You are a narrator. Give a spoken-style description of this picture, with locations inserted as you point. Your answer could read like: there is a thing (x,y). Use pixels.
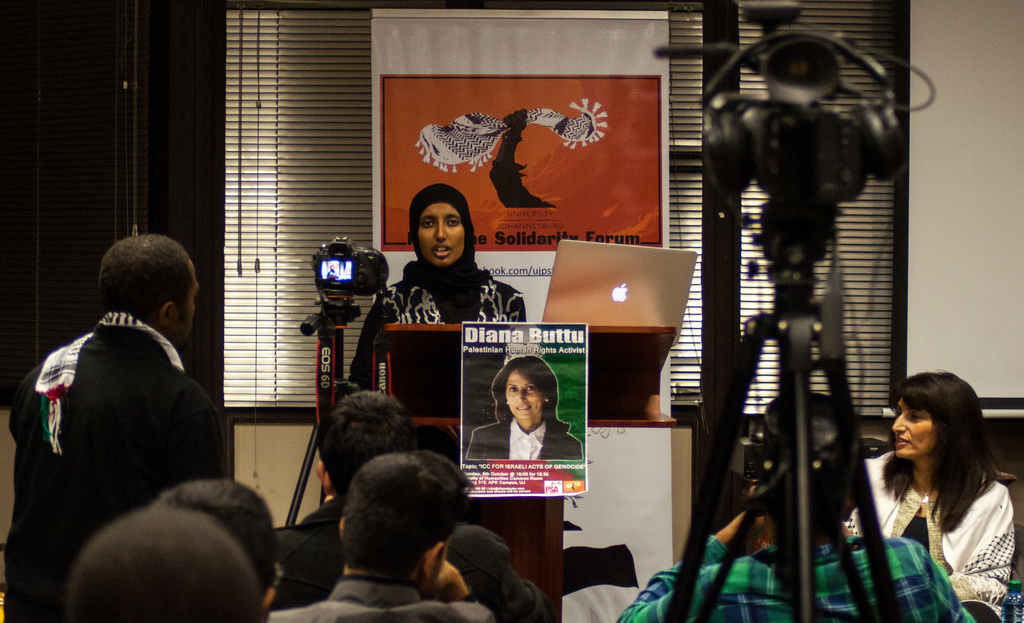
In this picture we can see some people (290,536) are sitting, there is a tripod (704,524) and a camera (831,162) in the front (814,125), on the left side (102,484) there is a man (80,485) standing, in the background (460,313) we can see a woman (449,307) is standing in front of a podium (450,326), we can see a tripod (341,341), a camera (344,265) and a poster (529,411) in the middle (534,399), there is a laptop (629,312) on the podium (605,346), we can also see a banner (454,171) and window blinds (292,86) in the background (254,99), on the right side (942,263) there is a projector screen (958,265).
